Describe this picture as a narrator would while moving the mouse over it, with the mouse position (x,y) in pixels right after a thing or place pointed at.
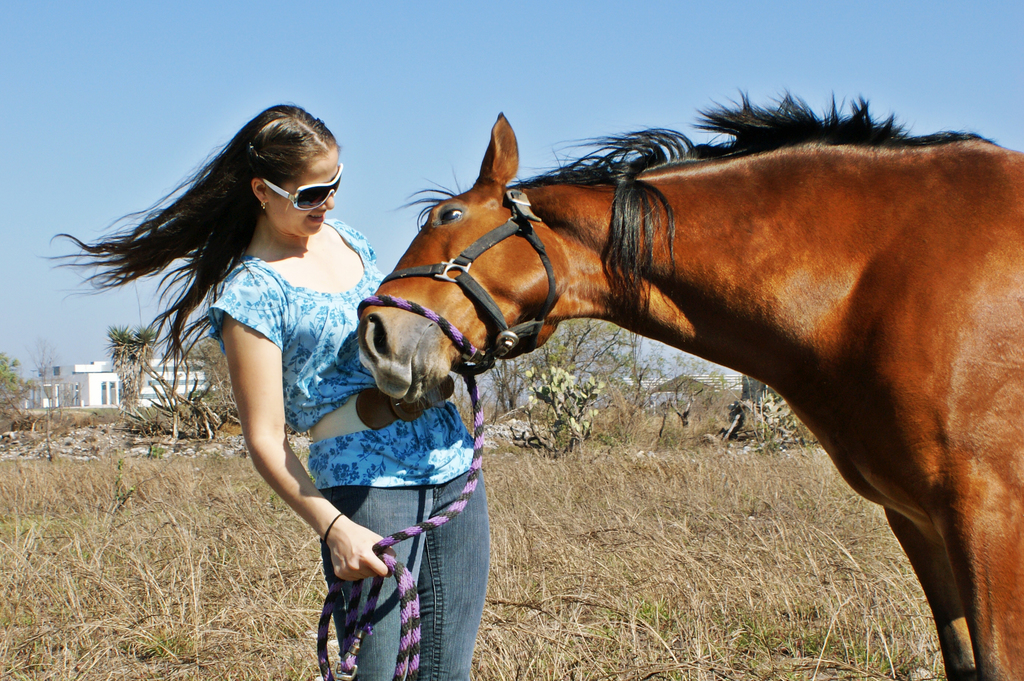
In the image we can see there is a woman (351,389) standing and she is holding rope (460,340) in her hand (344,553) which is tied to the horse (772,241). The horse (838,209) is standing on the ground (881,544) and the ground (631,547) is covered with dry plants (300,566). Behind there is building (87,396) and there are trees (26,402). There is a clear sky (345,100).
